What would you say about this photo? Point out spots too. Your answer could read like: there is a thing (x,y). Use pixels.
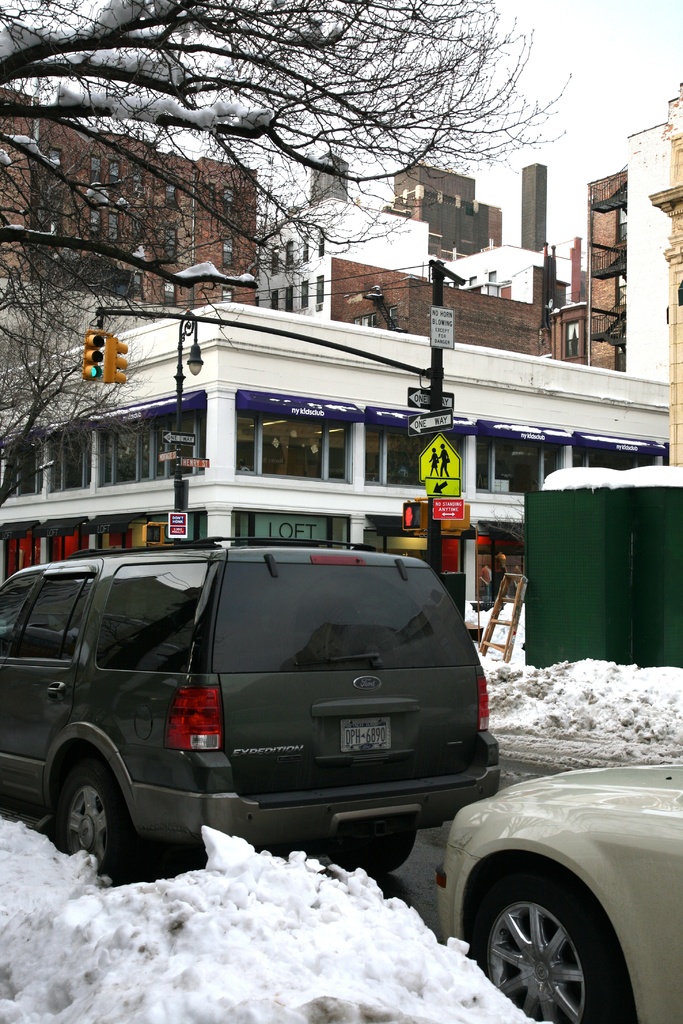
In this image I can see few vehicles (360,704) on the road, in front (326,705) the vehicle (384,704) is in black color. Background (295,376) I can see few buildings (291,362) in white, brown and cream color, a traffic signal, a light pole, snow (252,868) is in white color, few dried trees (170,180) and the sky (500,174) is in white color.
